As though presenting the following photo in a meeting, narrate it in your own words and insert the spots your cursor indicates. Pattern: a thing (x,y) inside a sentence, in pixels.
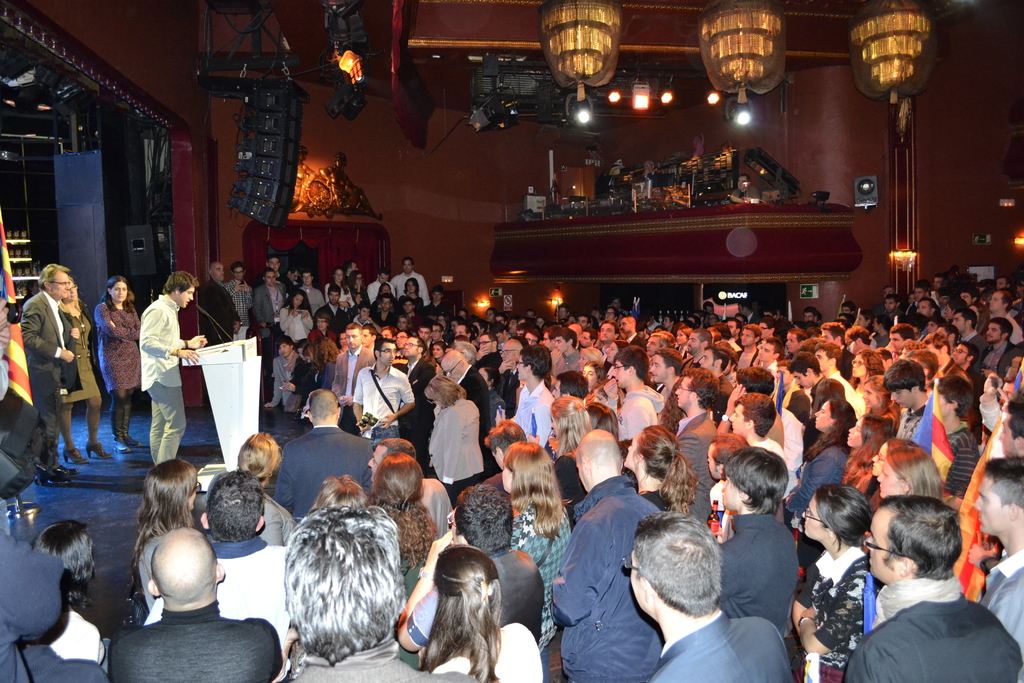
In this image I can see so many people (586,522) are standing among them one person (182,343) is standing and talking in front of the mike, around I can see some objects (247,380) are placed in the hall (455,165).
